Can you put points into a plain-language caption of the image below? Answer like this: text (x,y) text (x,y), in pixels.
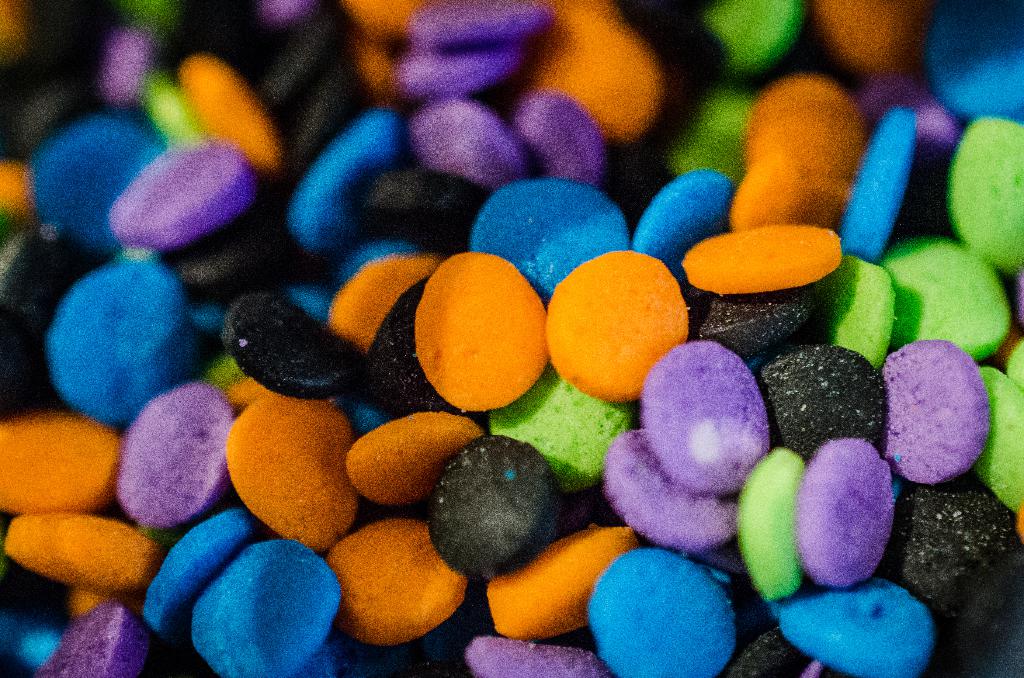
In this picture we can see the candy (503,447).
